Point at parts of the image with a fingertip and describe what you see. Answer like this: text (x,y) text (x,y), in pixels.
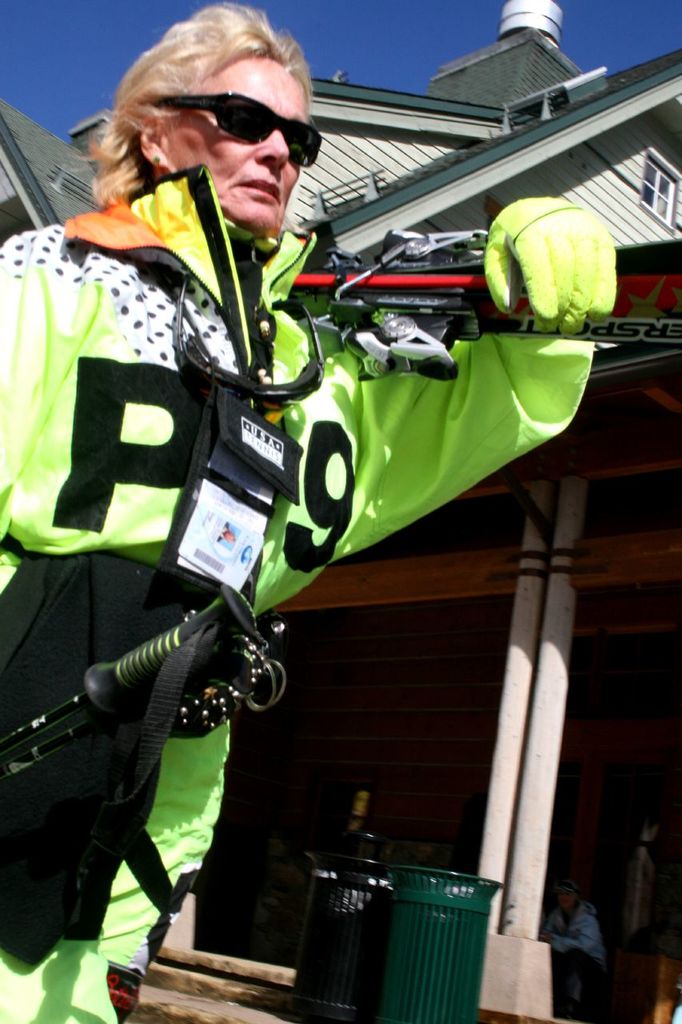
In this image in the front (128,464) there is a woman (163,464) standing. In front of the woman (156,536) there are objects (367,951) which are green and black in colour. In the background (584,928) there is a person (580,911) sitting and there are pillars (516,703) and there is a building (505,148).
